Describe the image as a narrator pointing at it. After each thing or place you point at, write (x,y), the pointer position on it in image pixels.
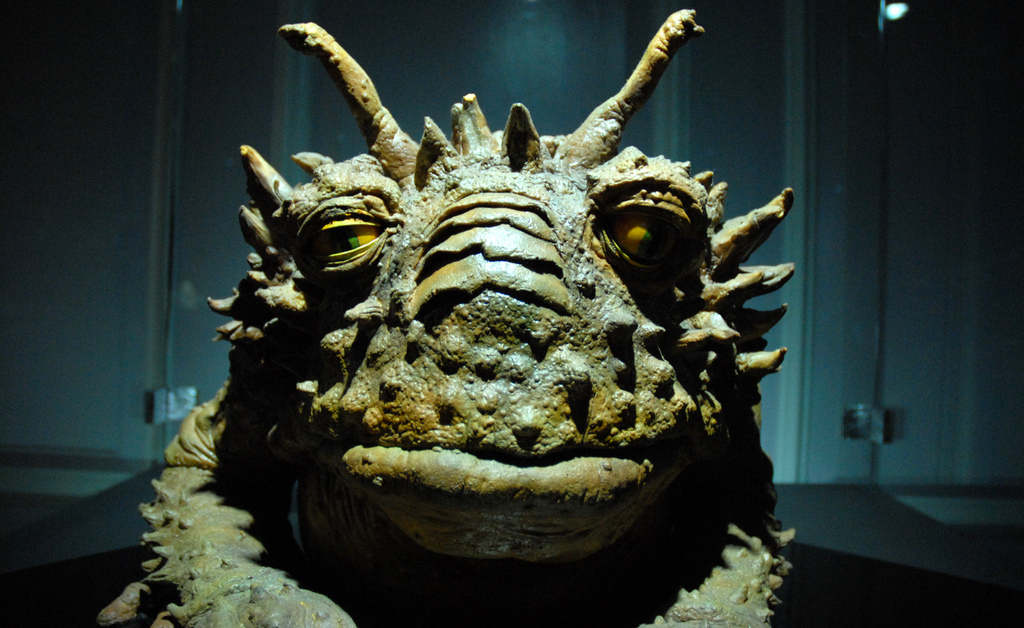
In this image I can see a sculpture of an animal (296,340) and background (843,204) is blue color, at the top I can see a light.
